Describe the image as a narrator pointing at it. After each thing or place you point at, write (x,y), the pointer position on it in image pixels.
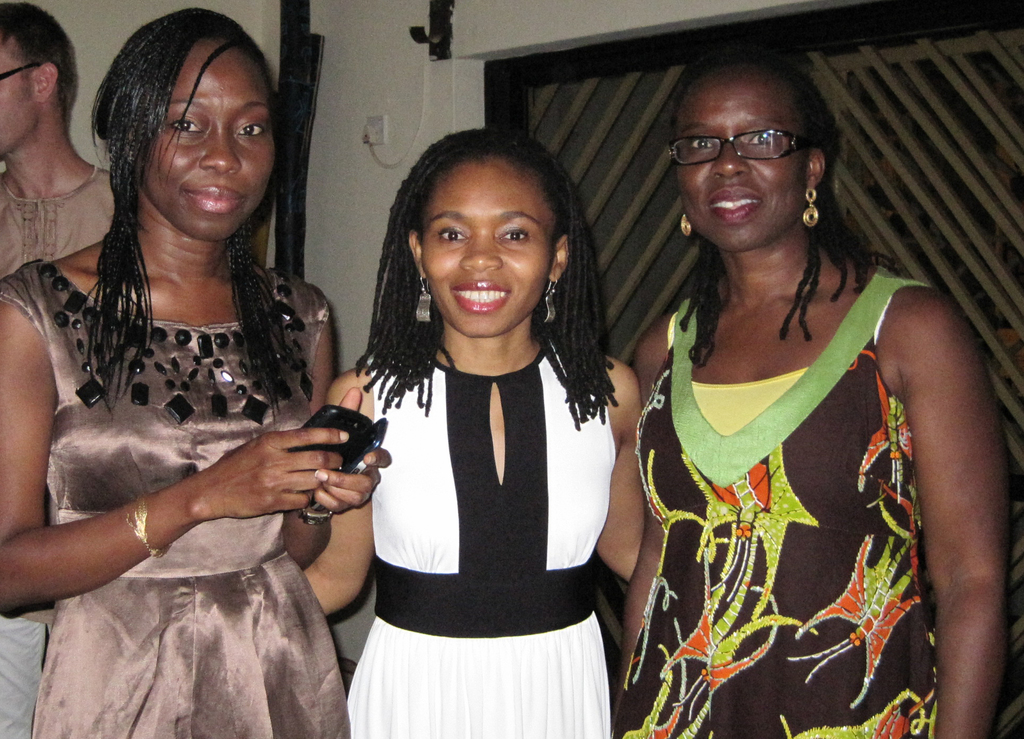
In the image we can see three women (317,440) standing, wearing clothes (463,501) and they are smiling and two of them are wearing earrings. The right side woman (772,414) is wearing spectacles (708,148) and the left side woman (176,436) is wearing a bracelet (139,524) and holding a device (344,455). Behind them there is a man (45,194) standing. Here we can see switchboard (371,140), cable wire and the window (942,199).
